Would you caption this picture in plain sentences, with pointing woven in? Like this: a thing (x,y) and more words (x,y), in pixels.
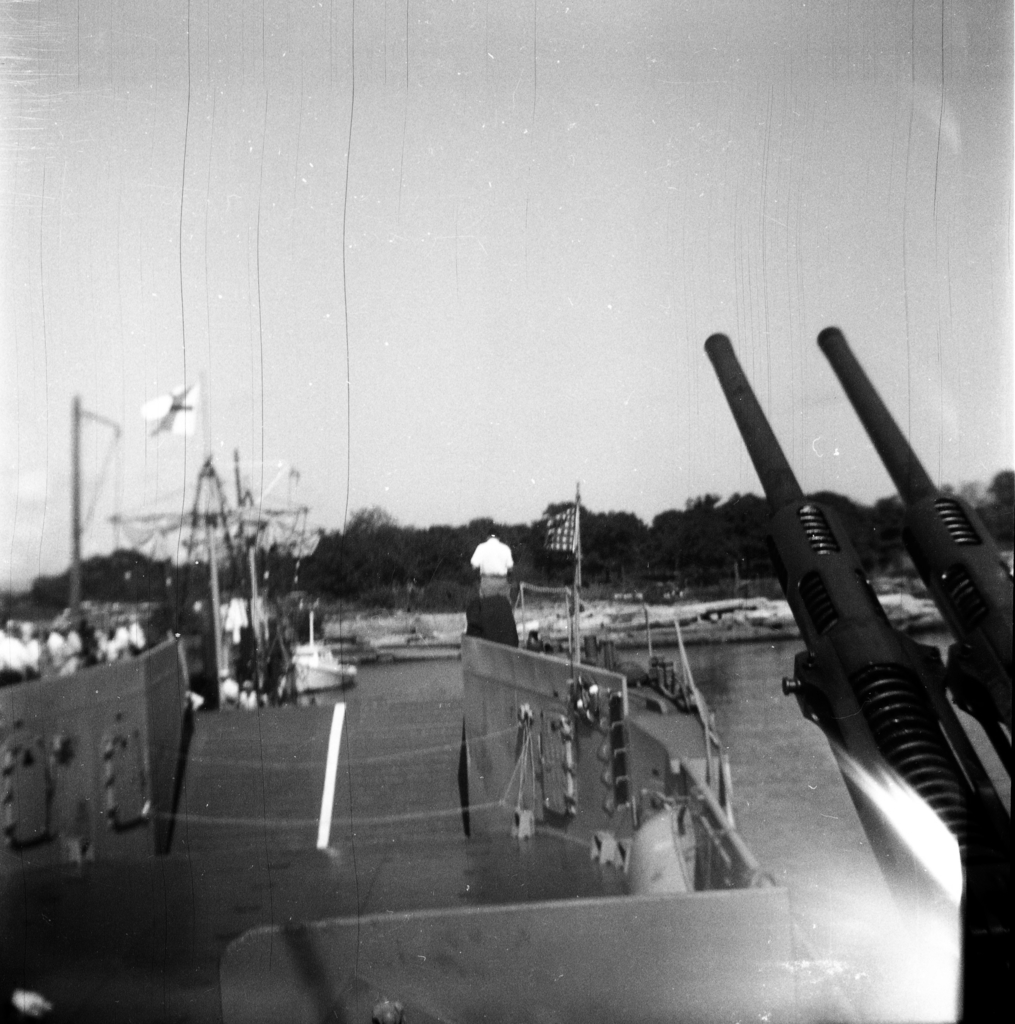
This is a black and white image, in this image at the bottom (482,892) it looks like a ship (637,882). In the background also there are some boats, on the right side (880,673) there is gun (910,858) and in the background (564,558) there is one person (480,552) and some trees (535,523) poles (211,515) and some wires (83,521). At the top of the image (424,181) there is sky (476,229).
